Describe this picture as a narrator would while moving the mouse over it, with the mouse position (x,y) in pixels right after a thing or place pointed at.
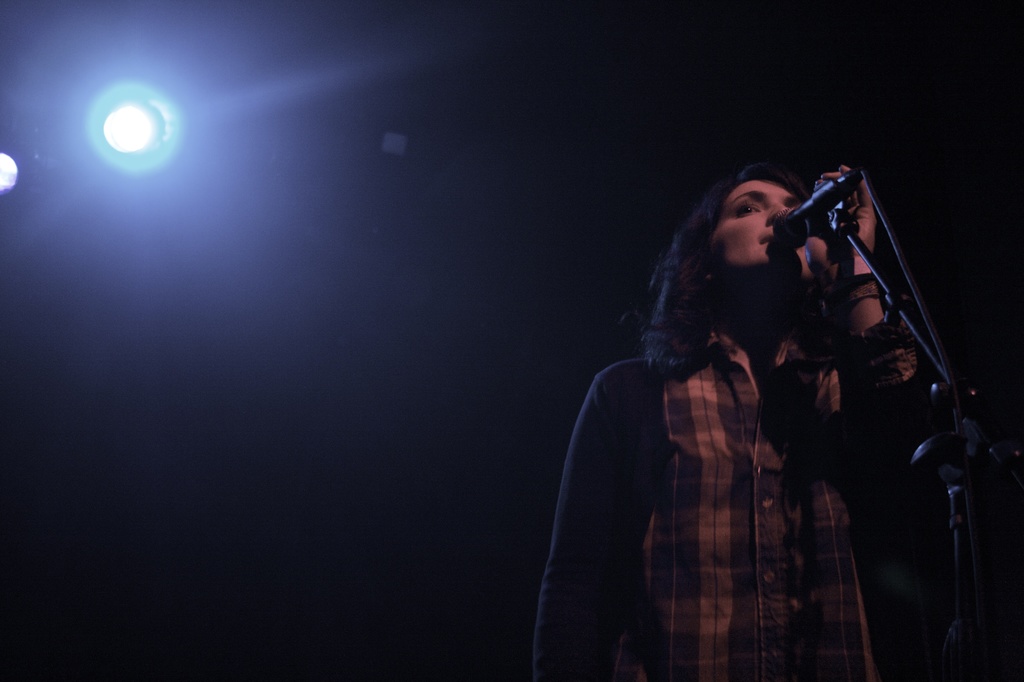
In the foreground (765,339), I can see a woman (791,326) is standing in front of a mike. In the background (903,202), I can see a focus light (147,151) and dark color. This picture might be taken on the stage (465,440).
